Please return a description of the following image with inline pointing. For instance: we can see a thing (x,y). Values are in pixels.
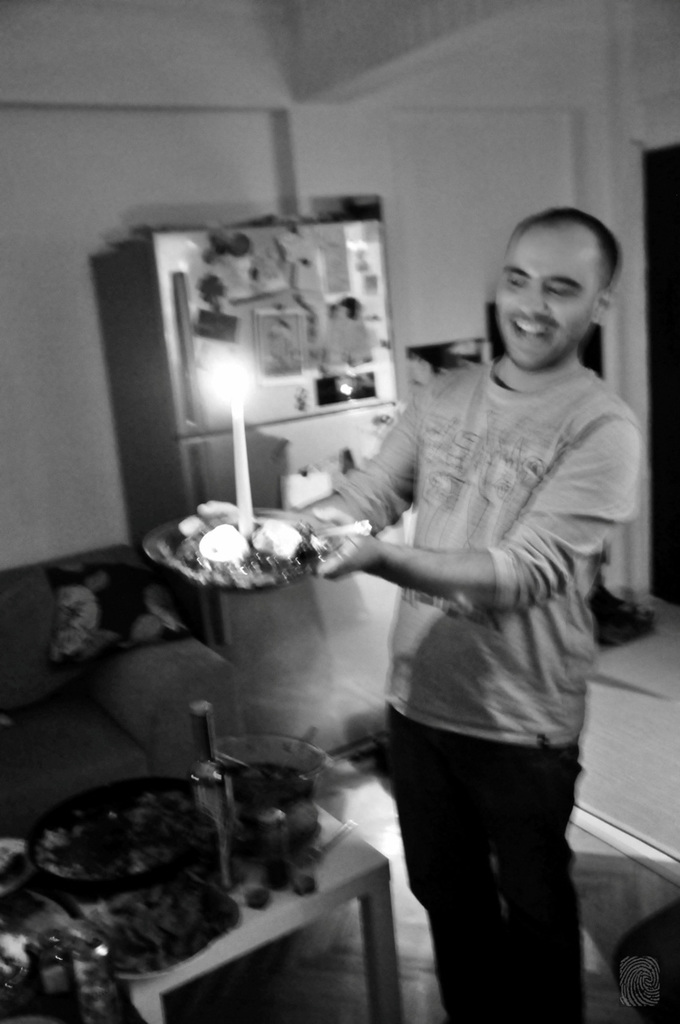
This is a black and white image, in this image there is a man (485,568) standing, holding a plate (215,575) and a candle (248,530) in his hand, in front of him there is a table (177,821), on that table (218,809) there are few objects (189,943), in the background (19,716) there is a sofa (192,664), fridge (219,304) and a wall (179,123).
